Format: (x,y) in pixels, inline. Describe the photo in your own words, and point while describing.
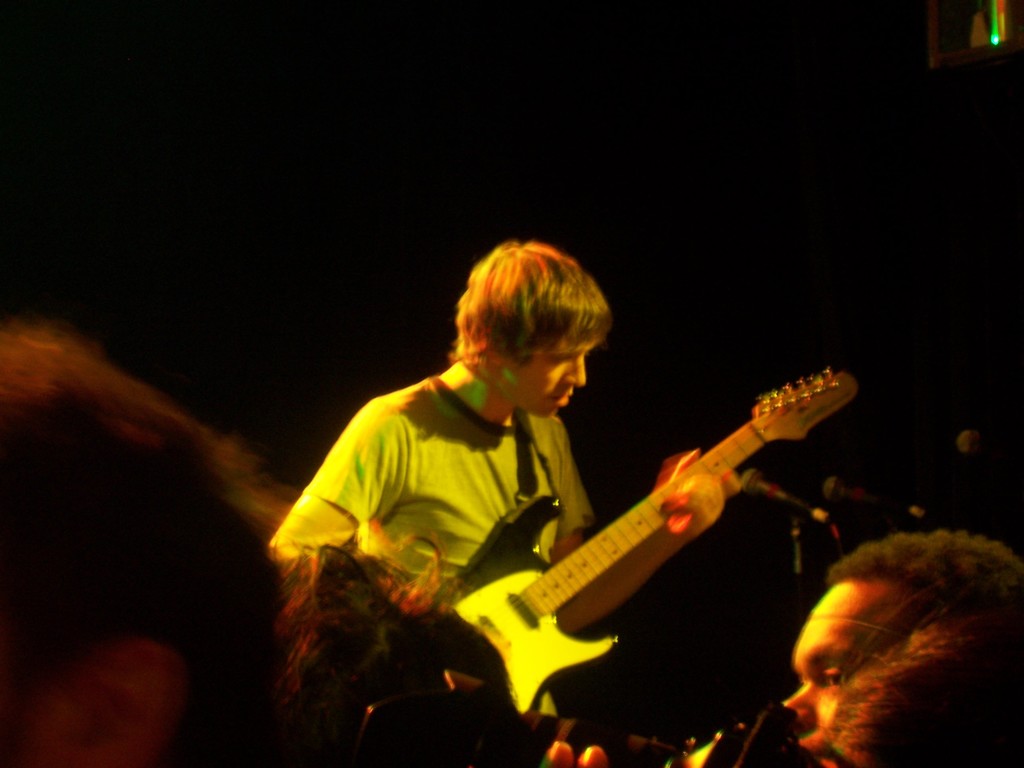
In this picture we can see a person (463,555) holding a guitar (512,597). We can see the heads (117,642) of a few people (972,623) and other objects (979,6). There is the dark view visible in the background (889,136).
